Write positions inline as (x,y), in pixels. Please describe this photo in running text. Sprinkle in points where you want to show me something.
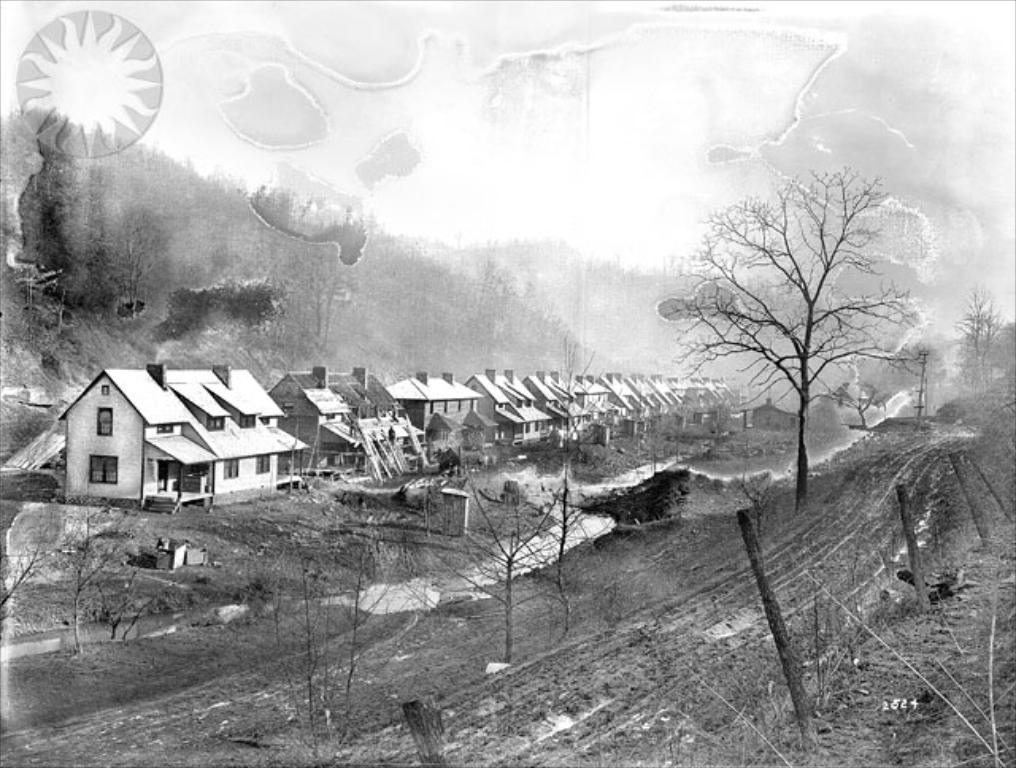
There are few buildings (419,374) in the left corner (296,407) and there are few dried trees (888,359) and a fence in the right corner (782,653) and there are trees (536,261) in the background (470,263).
